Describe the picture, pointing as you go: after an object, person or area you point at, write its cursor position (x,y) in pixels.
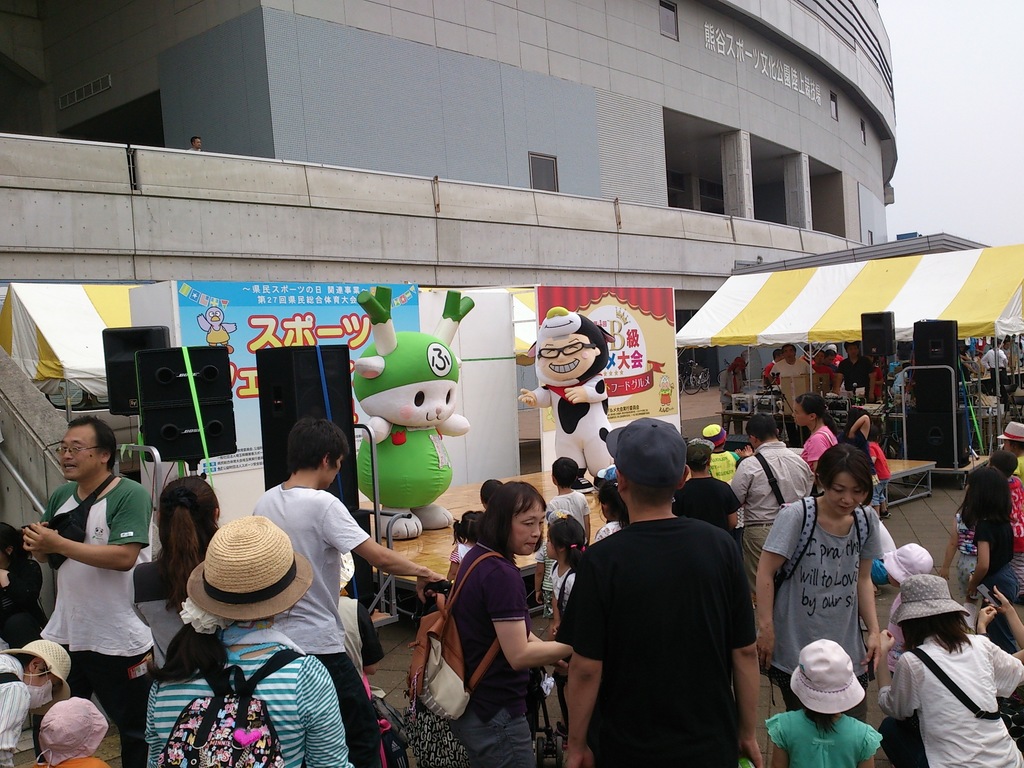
In this image we can see a group of people (790,764) standing on the ground (914,502), some people (767,571) wearing bags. One person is holding a baby carrier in his hand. In the center of the image (416,441) we can see dolls (427,447) and banners (254,351) with text (240,381). On the right side of the image (933,428) we can see some speaker (939,441) on stands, some objects (842,404) placed on the surface (744,418) and the tent (970,325). In the background (638,6), we can see building (792,56) with windows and the sky (1015,175).
